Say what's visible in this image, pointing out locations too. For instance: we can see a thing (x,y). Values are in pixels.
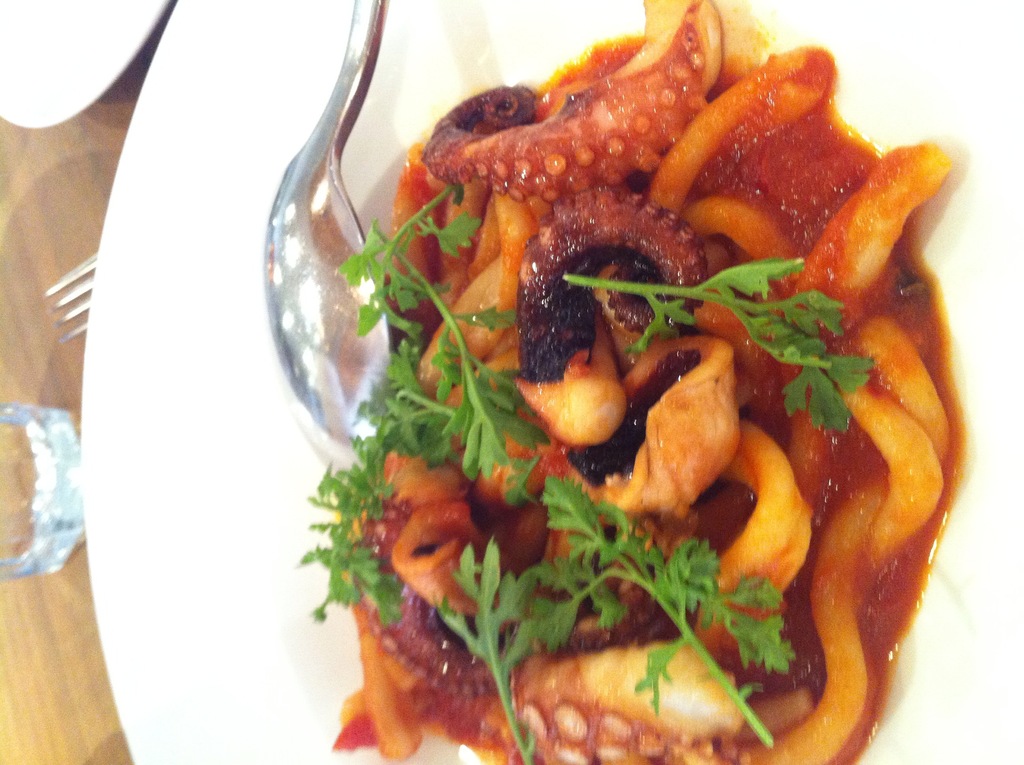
In this picture we can see a glass (44,465), fork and plate (149,299) which contain food (403,419) with a spoon (277,346) on the surface (89,220).
